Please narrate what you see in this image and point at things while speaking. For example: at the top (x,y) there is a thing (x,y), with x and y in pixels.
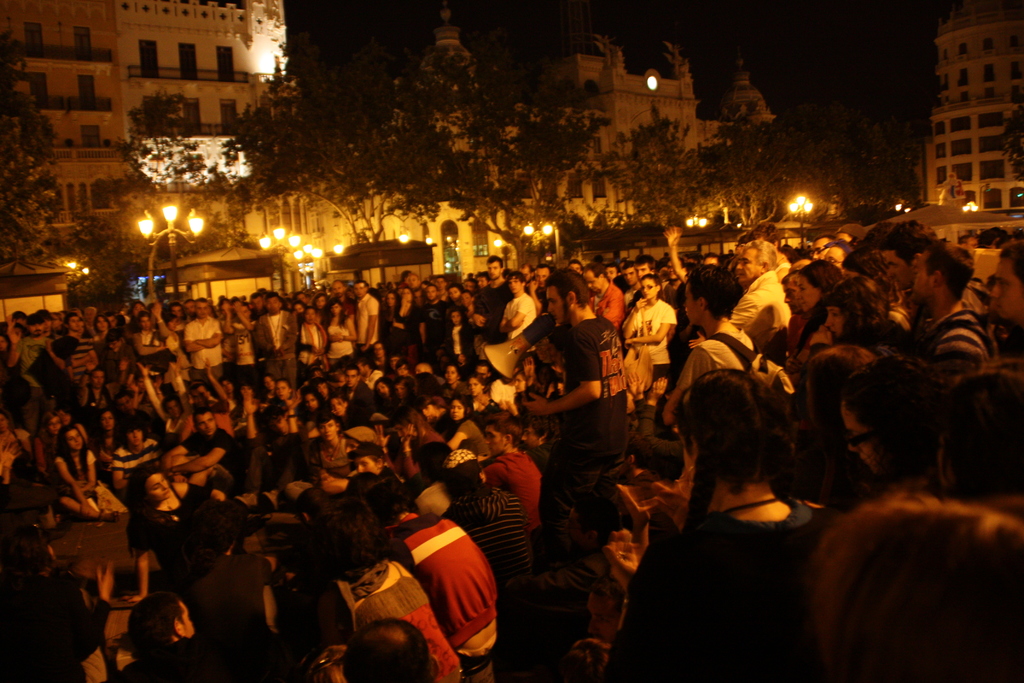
In this image I can see number of people (464,353) where few people (148,666) are sitting and most of them are standing. In the centre (539,337) I can see one of them is holding a megaphone (528,349). In the background (761,140) I can see number of trees (344,219), number of poles (279,244), number of lights (340,245) and few buildings (970,47).
